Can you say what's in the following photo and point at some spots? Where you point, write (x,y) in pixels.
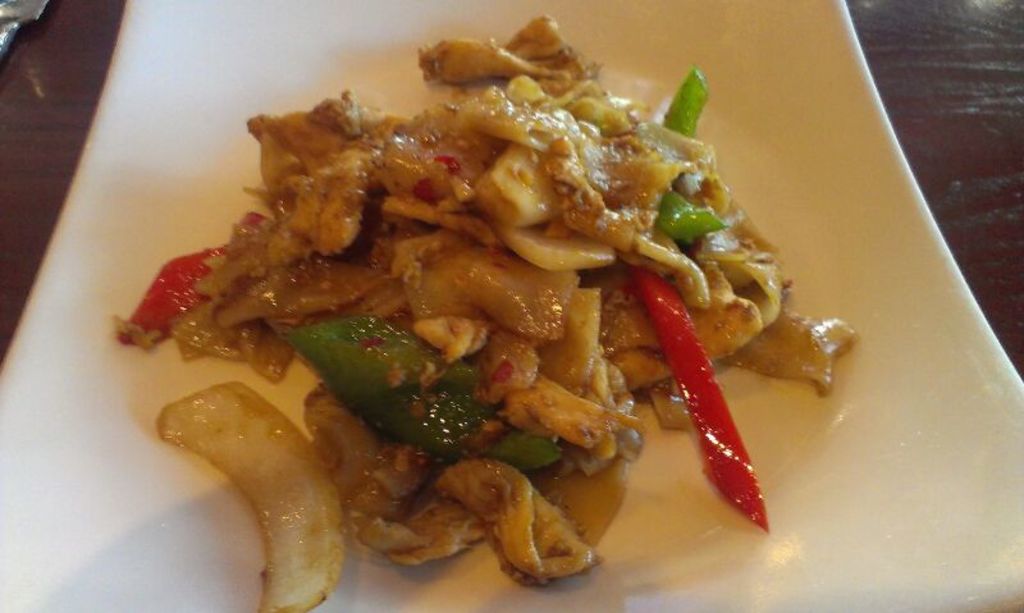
In this image there is a plate (51,352). In the plate (45,435) there is some food stuff (342,322). The plate (22,410) is on the table (1005,203). On the left side (27,4) top corner there is an object (25,19).
